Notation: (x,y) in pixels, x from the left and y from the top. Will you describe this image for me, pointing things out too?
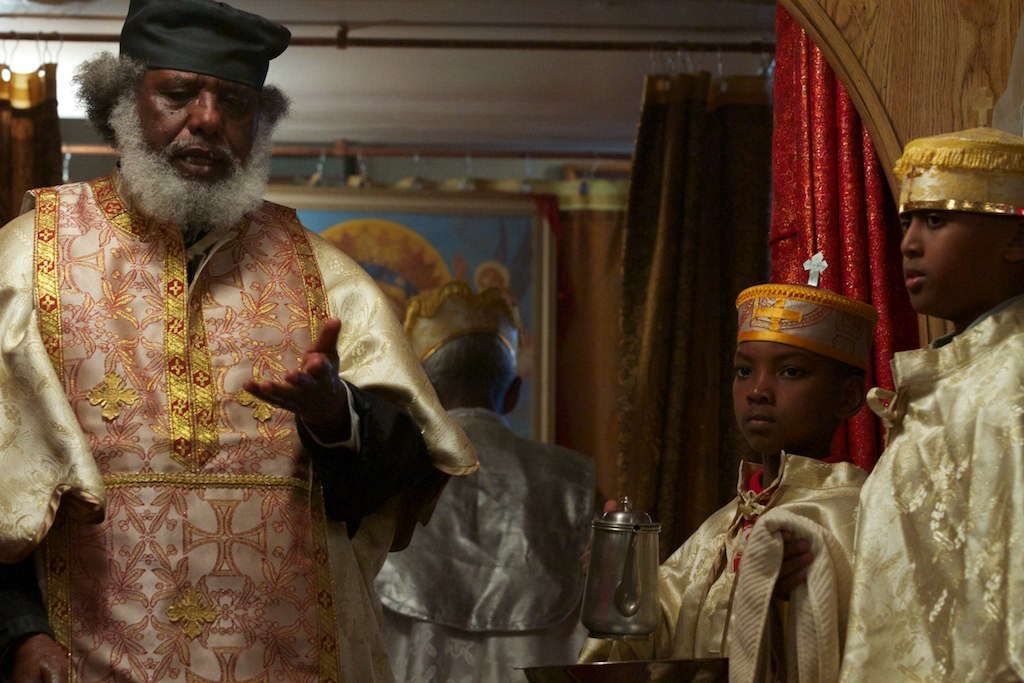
In this picture we can see four persons (733,504) standing here, there is a kettle (649,545) here, in the background (795,214) we can see curtains (726,188).
